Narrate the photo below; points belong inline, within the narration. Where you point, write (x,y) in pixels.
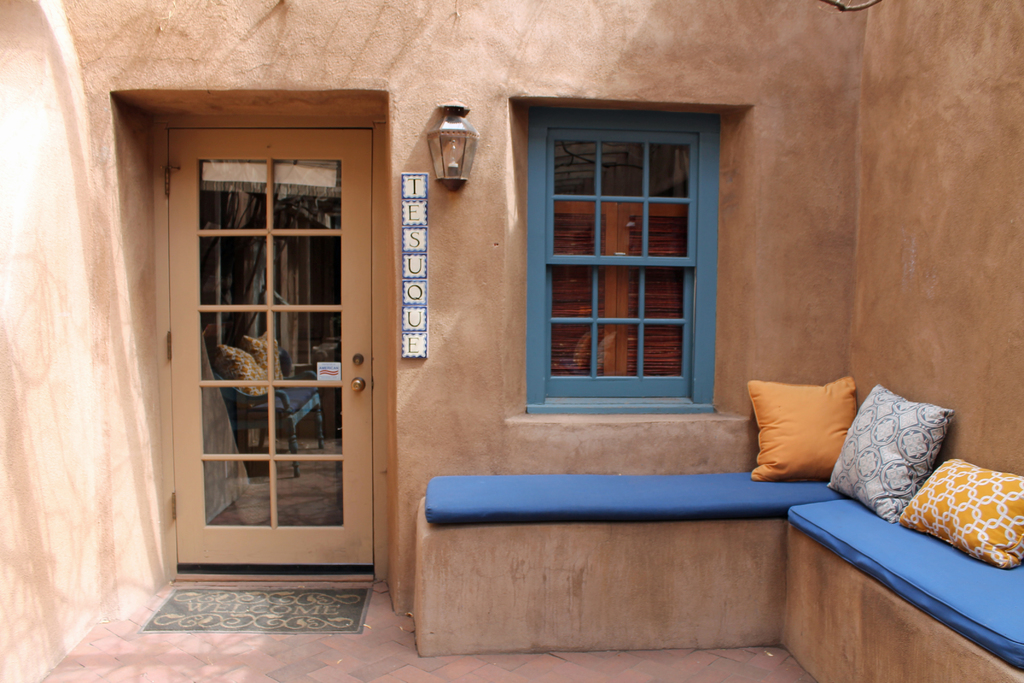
There is a door (300,328) with glasses (306,354). Onto the wall (464,102) there is a lamp (448,150). And the window (552,249) which is in blue color. And we can see blue color bed (699,502) and there are three pillows (900,499) on it. And in front of the door (301,573) there is a doormat (274,602) with welcome.
